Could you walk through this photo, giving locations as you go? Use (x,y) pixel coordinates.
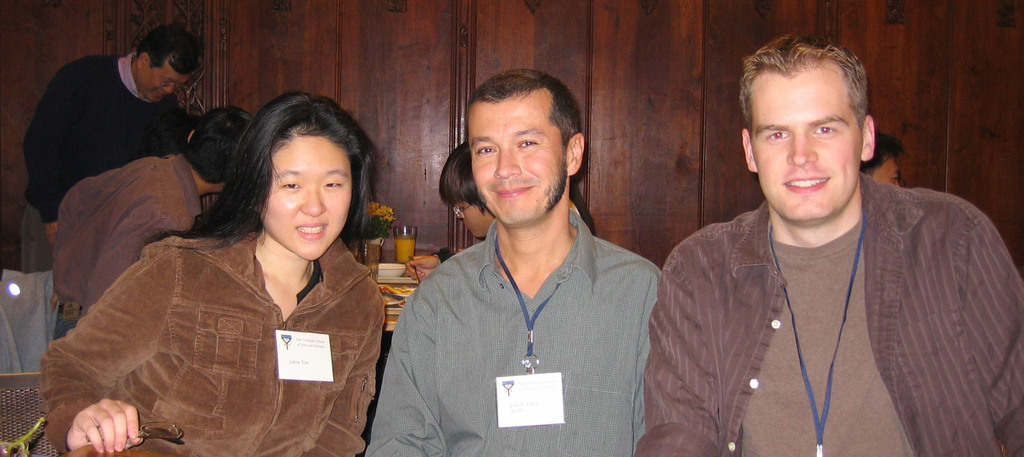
In this image there are group of people (450,160) sitting, there is a flower vase (378,260), plates (399,277), glasses (396,253), food items (396,296) on the table (385,309), a person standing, wooden wall (316,22).
